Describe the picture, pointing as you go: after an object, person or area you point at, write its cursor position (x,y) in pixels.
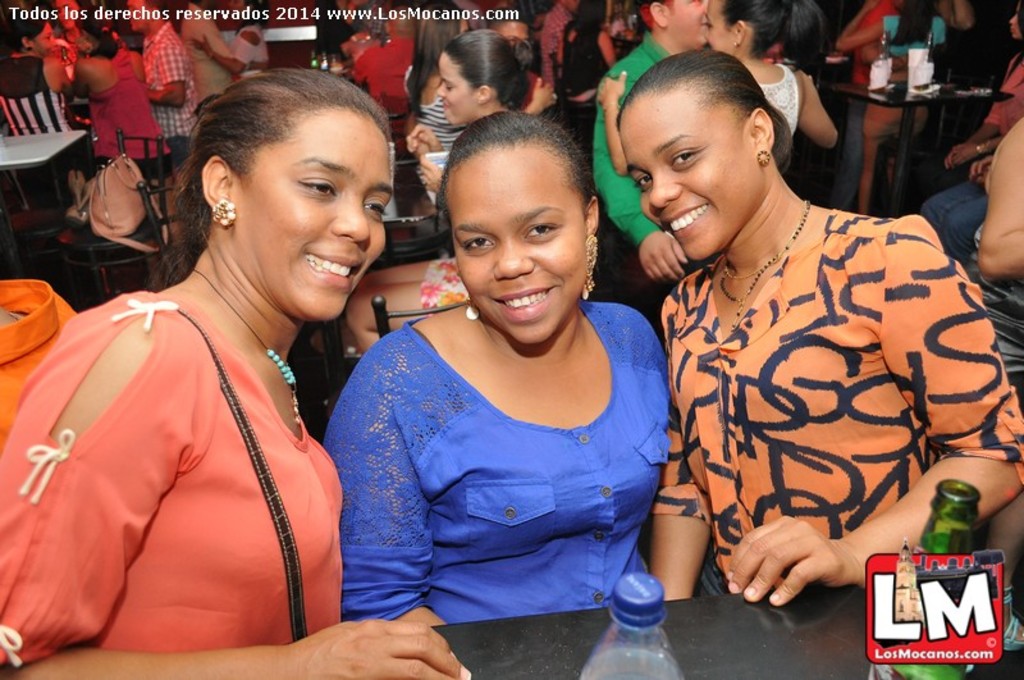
In this image we can see some people (787,81), a few of them are sitting and a few of them are standing at the back (679,39), there are a few tables (31,150) and chairs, there are bottle (937,519) on the table (816,633) and a handbag (120,196) on the chair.
